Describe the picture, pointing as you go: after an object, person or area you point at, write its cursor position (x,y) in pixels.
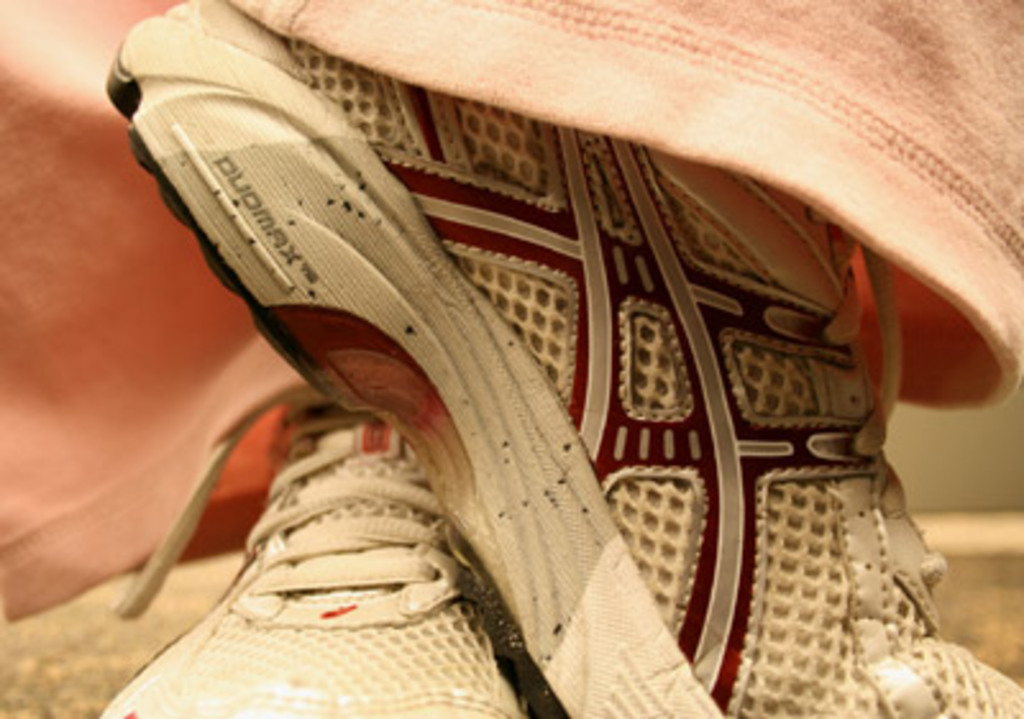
In the image we can see pair of shoes (437,558) and clothes (879,101).
